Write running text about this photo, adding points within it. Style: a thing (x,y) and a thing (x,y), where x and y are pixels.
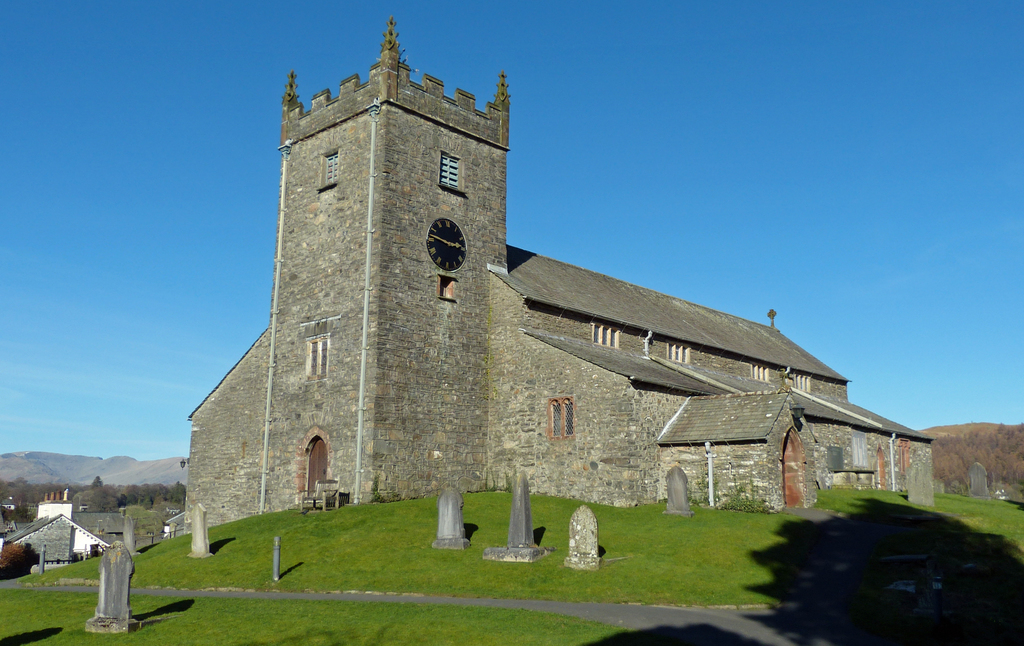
In this picture we can see the buildings (425,342), roof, windows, doors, clock (444,252), pipes (362,331), trees (111,503), mountains (1007,476). At the bottom of the image (413,508) we can see the ground (404,570), graves (496,558), poles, bench (334,509), road (814,597). At the top of the image (669,47) we can see the sky (662,135). In the bottom right corner (1011,567) we can see a shadow (910,582) of the trees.
